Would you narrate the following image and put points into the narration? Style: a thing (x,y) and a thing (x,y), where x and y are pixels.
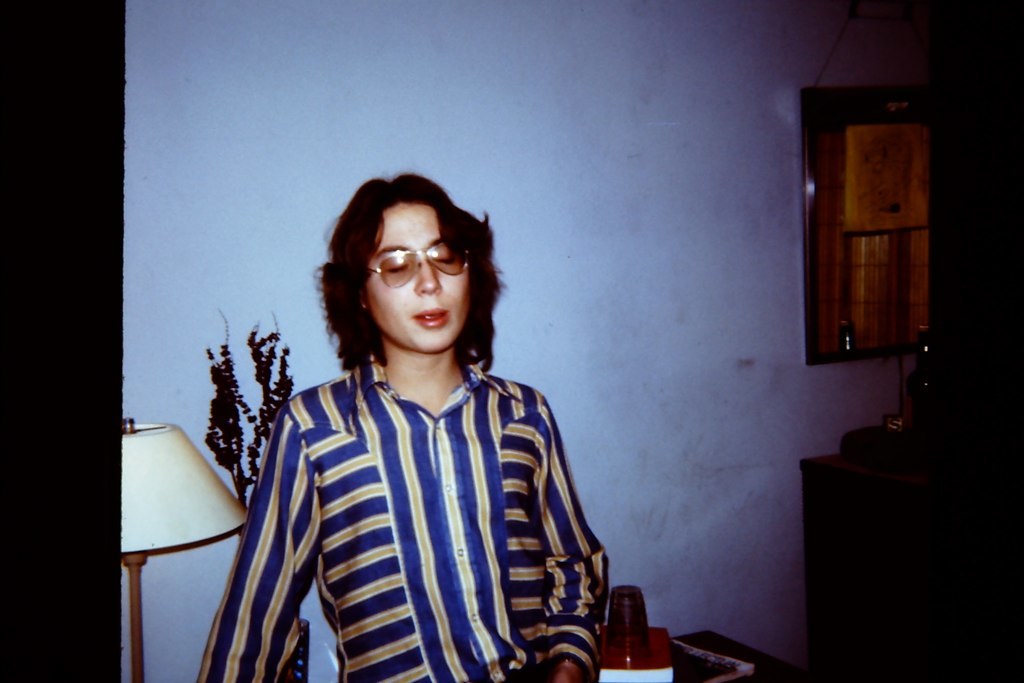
In this image there is a woman (429,416) towards the bottom of the image (423,511), she is wearing spectacles (399,268), there is a lamp (164,516) towards the bottom of the image (144,474), there is an object (261,363) behind the woman (369,258), there is a table (764,680) towards the bottom of the image (694,666), there are objects (661,628) on the table (745,649), there are objects (890,440) towards the right of the image (898,451), there is a mirror (869,207), there is an object (108,563) towards the left of the image (51,404), at the background of the image (638,299) there is a wall (425,151).
